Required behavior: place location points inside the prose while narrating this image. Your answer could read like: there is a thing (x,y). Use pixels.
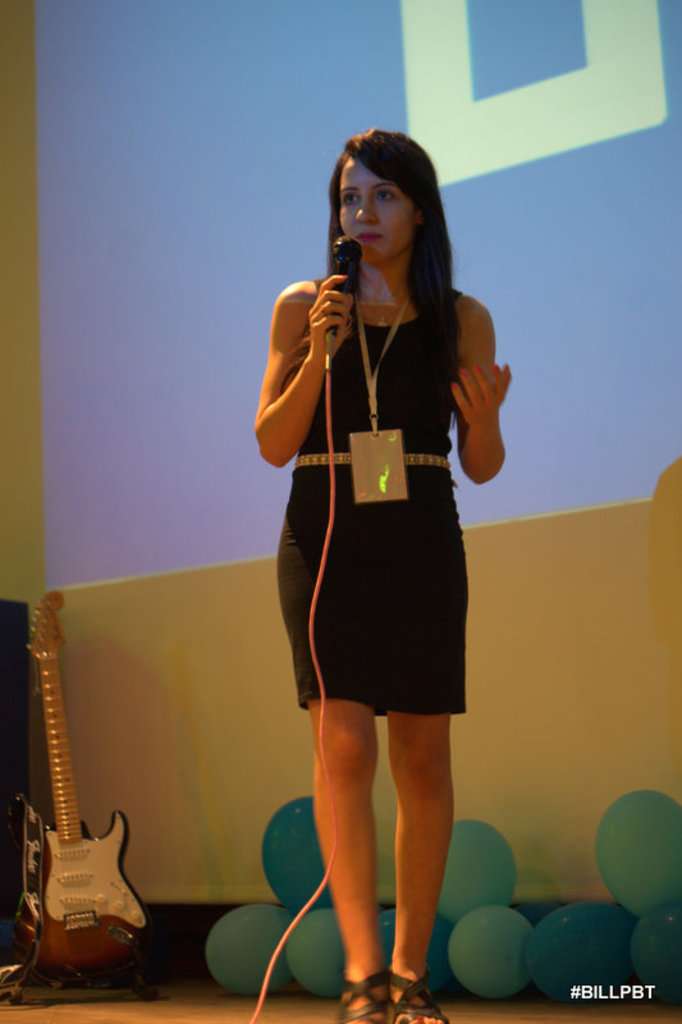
in the picture there is a woman (369,575) standing and catching a microphone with her hand (317,348), here we can see a guitar (37,652) and some balloons (274,923) near to her.
